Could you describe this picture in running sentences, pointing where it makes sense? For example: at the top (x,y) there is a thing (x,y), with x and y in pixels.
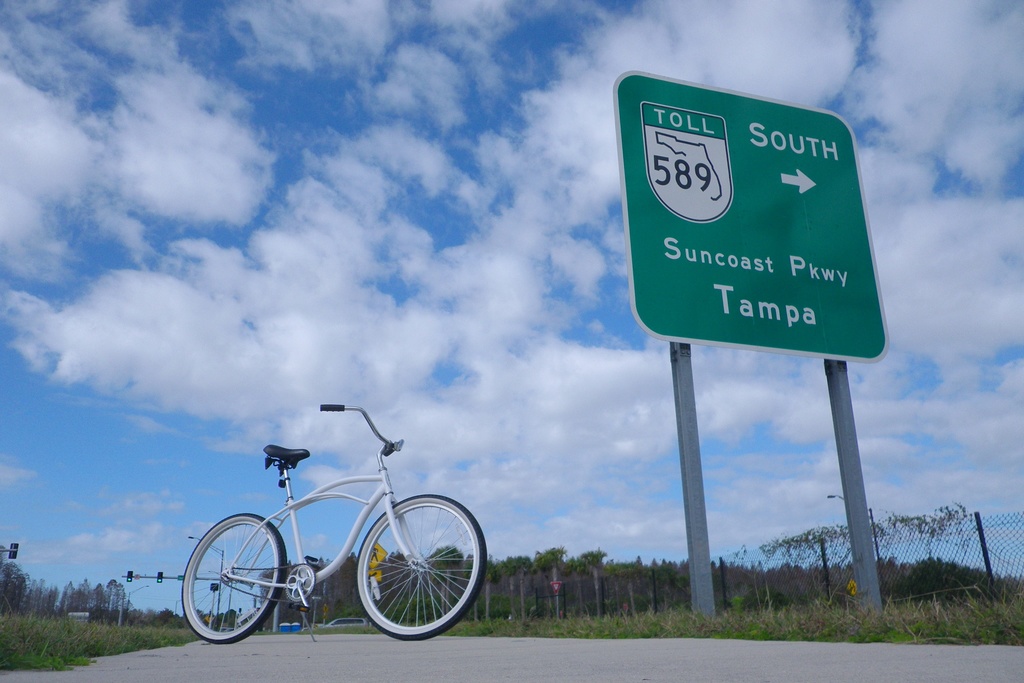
In this picture we can see board (709,298) on poles (679,387), bicycle (279,572) on the road (267,674), grass (18,630) and fence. In the background of the image (167,594) we can see traffic signals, light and board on poles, trees (14,602) and sky (263,511) with clouds (395,364).
